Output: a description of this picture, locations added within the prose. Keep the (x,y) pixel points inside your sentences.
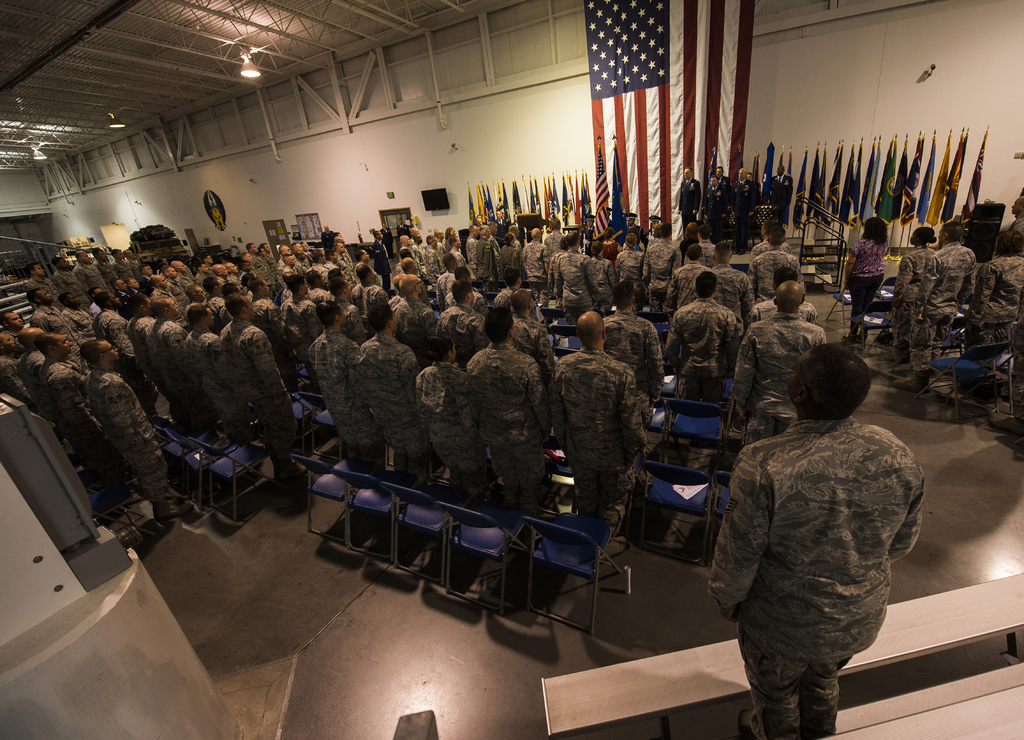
In this picture I can see number of people (570,296) who are standing and I see that most of them are wearing army uniforms (777,329) and I see the chairs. In the background (637,135) I can see the flags (667,154) which are colorful and I see the wall (374,65), number of rods (290,15) and the lights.
